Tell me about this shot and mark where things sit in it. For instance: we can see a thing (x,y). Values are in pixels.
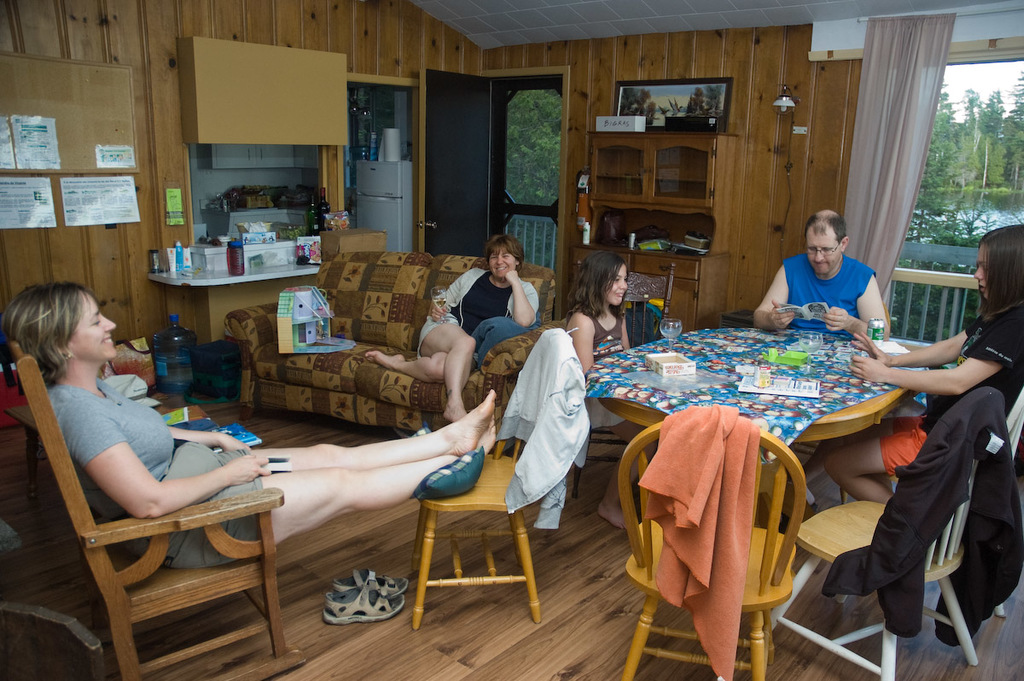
There are five people (827,275) sitting on the chairs (950,425) and couch (492,371). This is a table (746,406) covered with a cloth (737,386). There are wine glasses (671,335), tin (872,323), book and few other things (755,392) placed on the table (790,403). These are the clothes (715,476) hanging on the chairs (768,524). This is a couch (340,285) with an object (346,339) on it. Here is another desk (219,274) with few objects (178,254) placed. These are the posters (127,151) attached to the wall (158,143). This is the door (431,210) with a door handle (422,227). Here is a photo frame (707,93) placed above the rack (700,136). I can see a curtain (897,103) hanging. This looks like a window (968,165). This is a cushion (449,484) on the chairs (442,507). These are the sandals (381,610) placed on the floor (425,636). I can see a plastic can (161,386) at the corner. I can see another white color object (379,195) placed behind the door (424,184).
